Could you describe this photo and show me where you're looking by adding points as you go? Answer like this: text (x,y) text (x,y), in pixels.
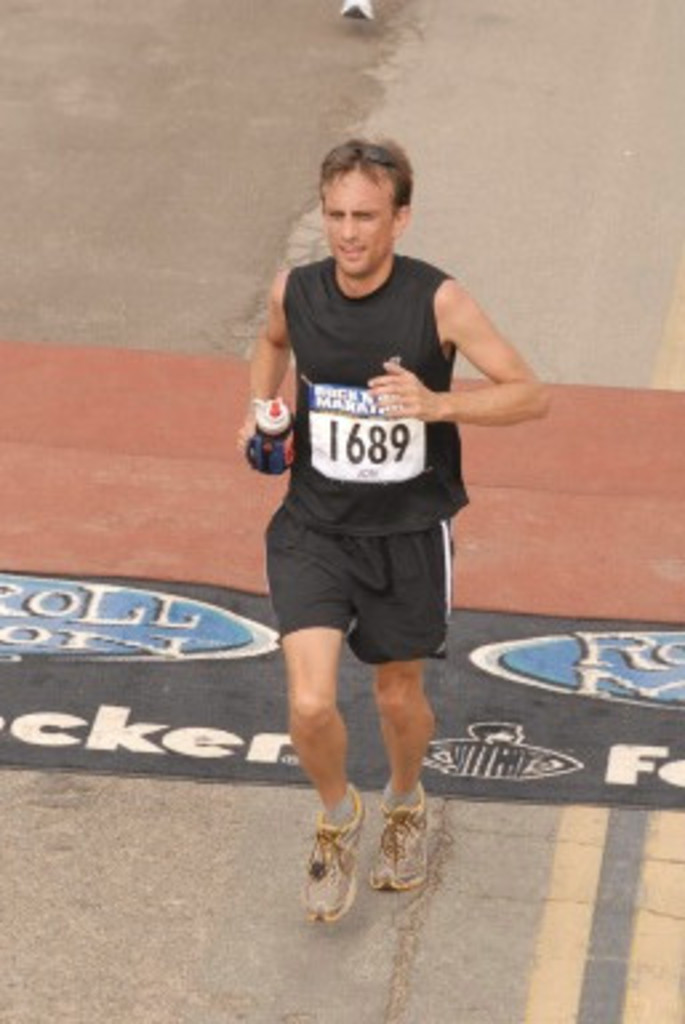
This image consists of a person (423,733). He is wearing black dress (336,552). He is holding a bottle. He is running.
